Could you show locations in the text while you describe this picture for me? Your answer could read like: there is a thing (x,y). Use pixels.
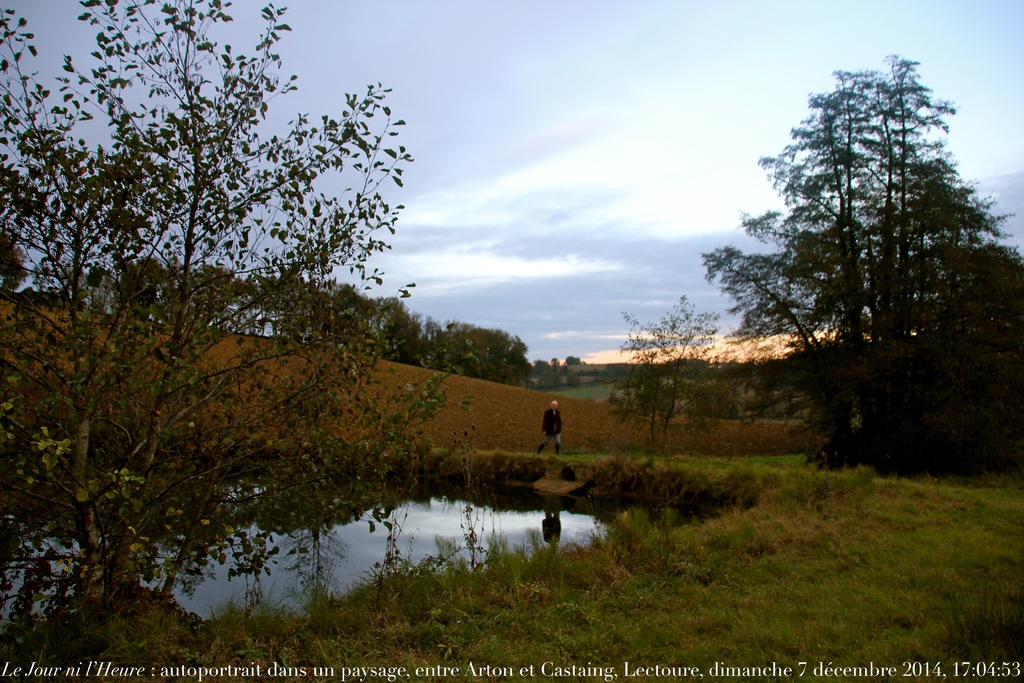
In this picture I can see a person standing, there is water (430,497), there are trees (84,377), and in the background (488,171) there is the sky (520,226) and there is a watermark (114,674) on the image.
